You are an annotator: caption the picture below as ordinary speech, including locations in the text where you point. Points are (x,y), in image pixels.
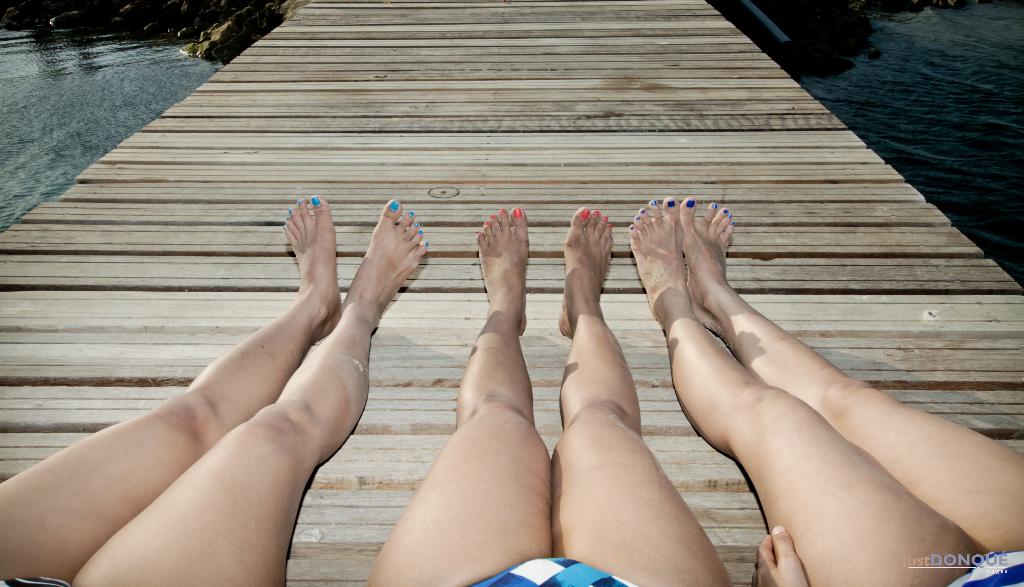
In this picture there are three people (886,442) on the wooden floor (491,86). At the back (814,60) there are rocks (828,65). At the top (82,58) there is water (1021,90).
